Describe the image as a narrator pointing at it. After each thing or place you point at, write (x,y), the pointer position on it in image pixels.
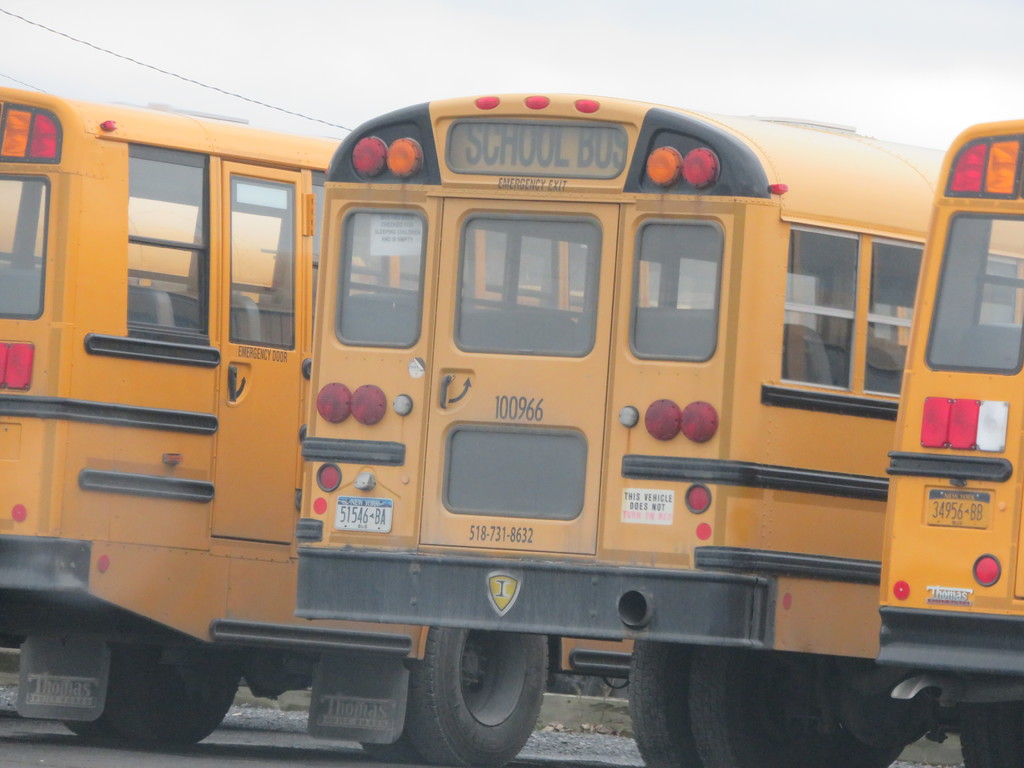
We can see yellow buses (526,304) on the surface (99,759) and we can see wire (174,76) and sky (282,60).
